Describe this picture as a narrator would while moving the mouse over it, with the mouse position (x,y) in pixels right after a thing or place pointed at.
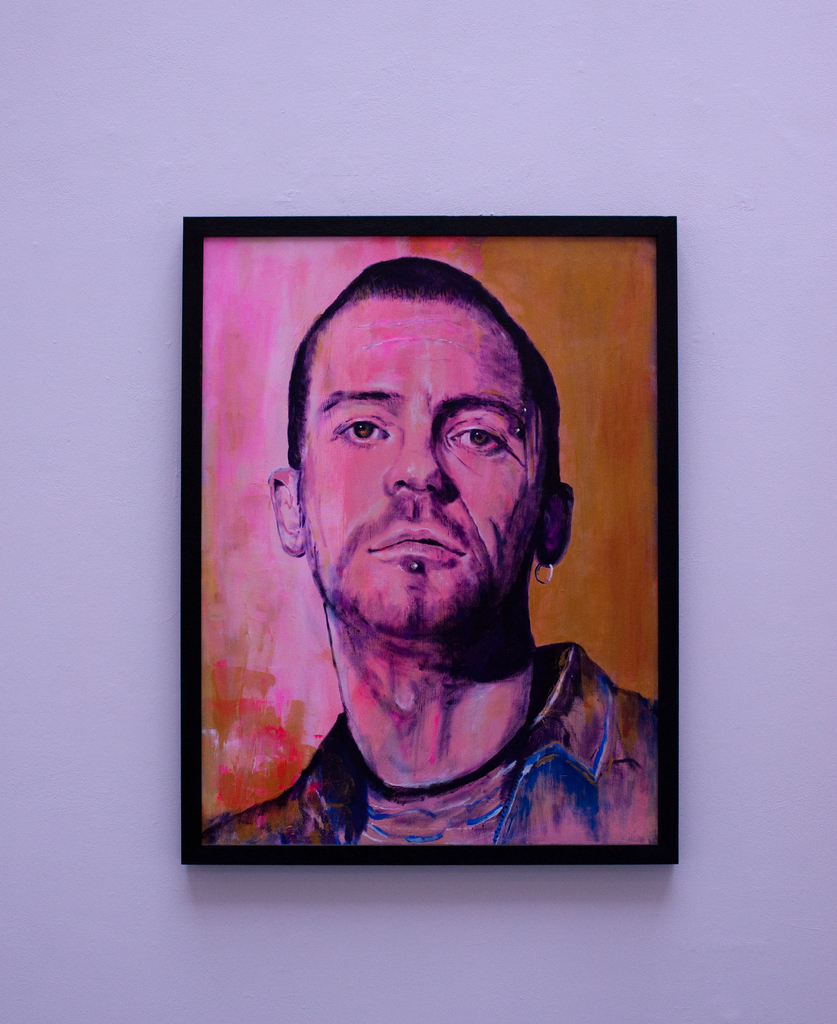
In this picture there is a painting (498,574) of a person (410,579) on the frame (358,849). There is a frame (407,217) on the wall (247,898).
